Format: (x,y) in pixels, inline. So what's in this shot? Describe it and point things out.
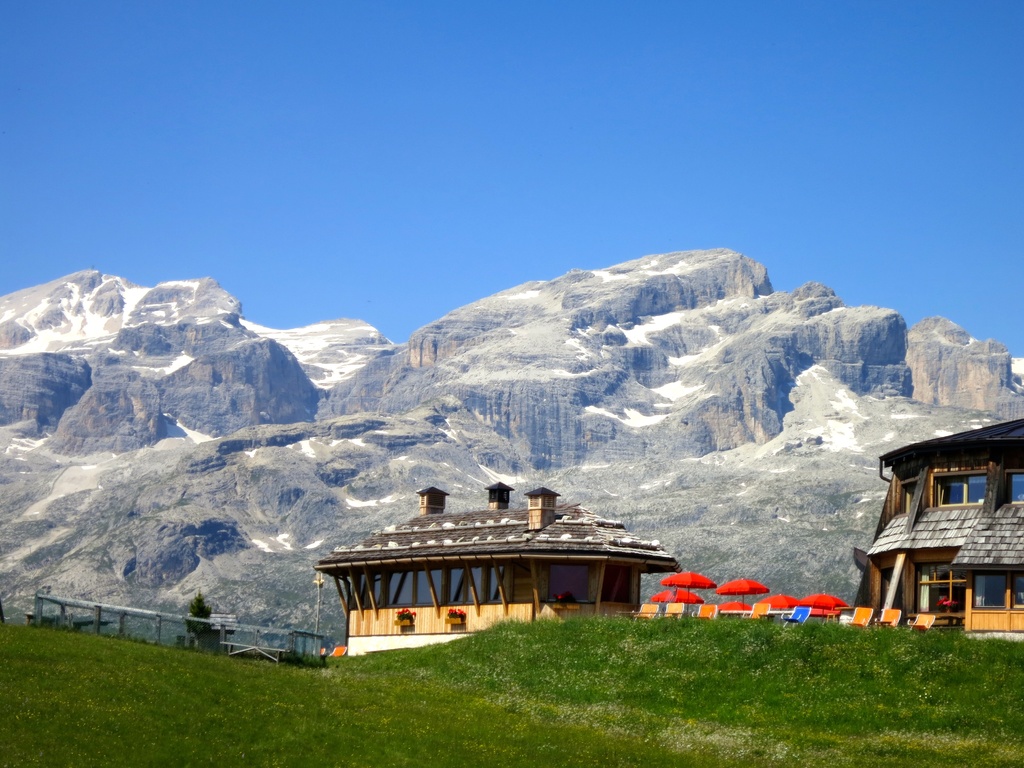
In this picture I can see couple of houses (561,572), few umbrellas (687,593), chairs (648,611) and I can see tree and grass (350,701) on the ground (346,720) and I can see hill (706,328) and a blue sky (396,167).
